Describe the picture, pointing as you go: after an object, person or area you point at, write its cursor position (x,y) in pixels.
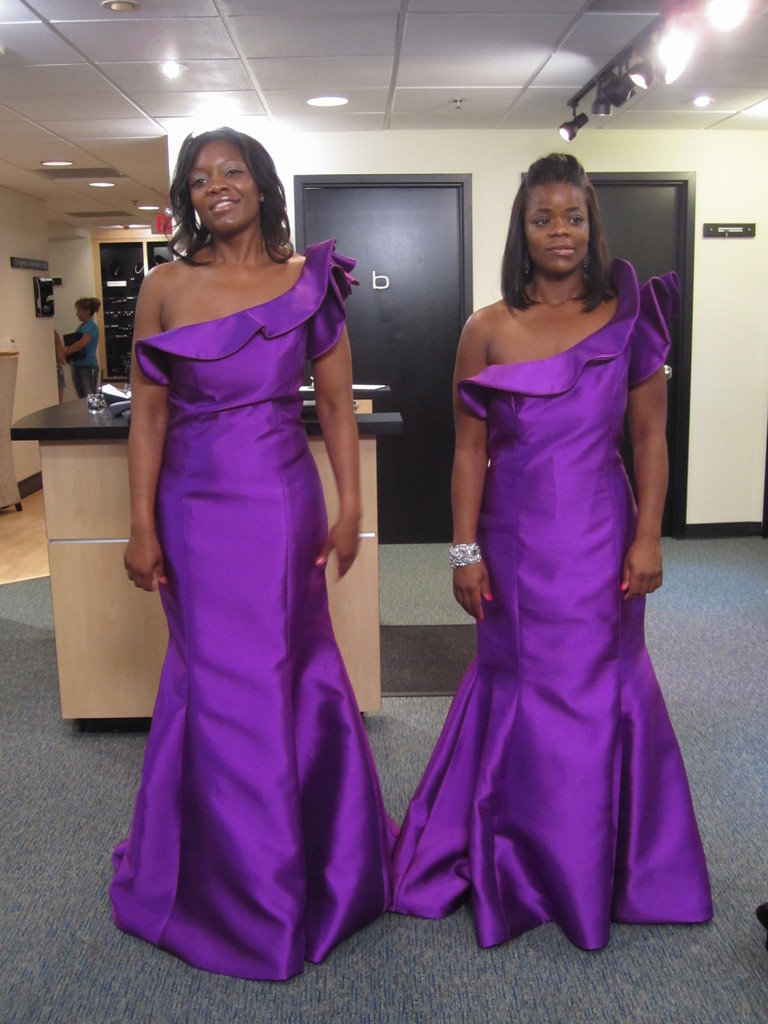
In this image two women (550,464) wearing the violet color dress (605,602). They are standing on the floor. Left side (62,477) there is a table (93,420) having few objects (112,399). Behind there is a woman (81,378) holding an object (75,339). She is standing. Background (634,210) there is a wall (15,245) having doors (456,215). Top of the image (619,91) lights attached to the roof (232,64).
